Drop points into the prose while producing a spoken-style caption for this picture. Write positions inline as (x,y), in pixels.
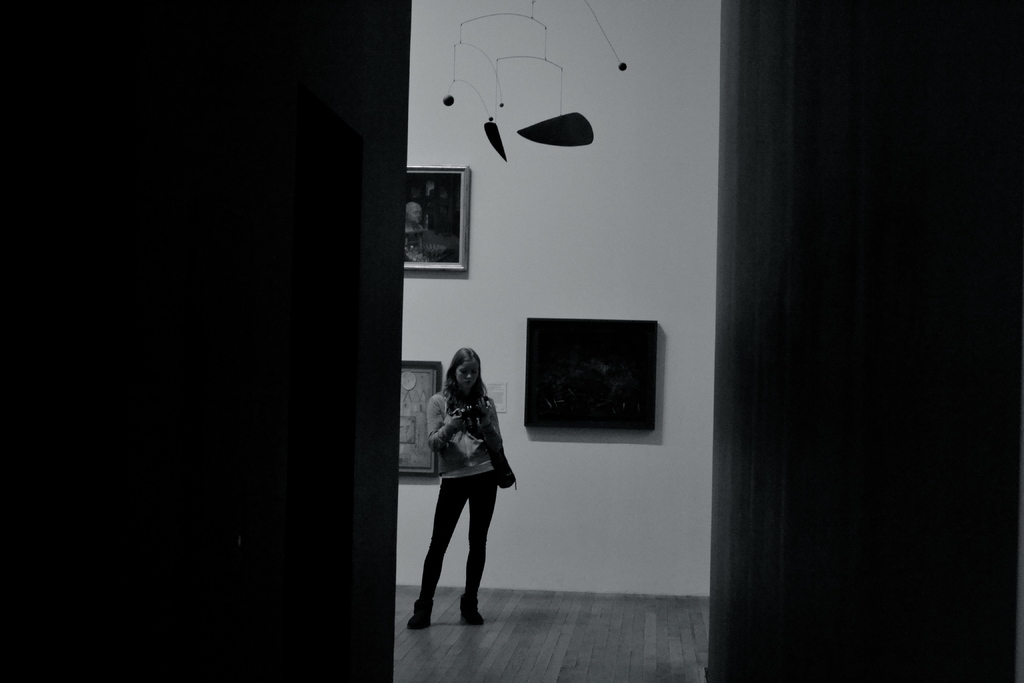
This is a black and white image. We can see a person (470,465) holding some object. We can see the wall (429,502) with some photo frames (429,253) and some art (502,105). We can also see the ground (600,678).
